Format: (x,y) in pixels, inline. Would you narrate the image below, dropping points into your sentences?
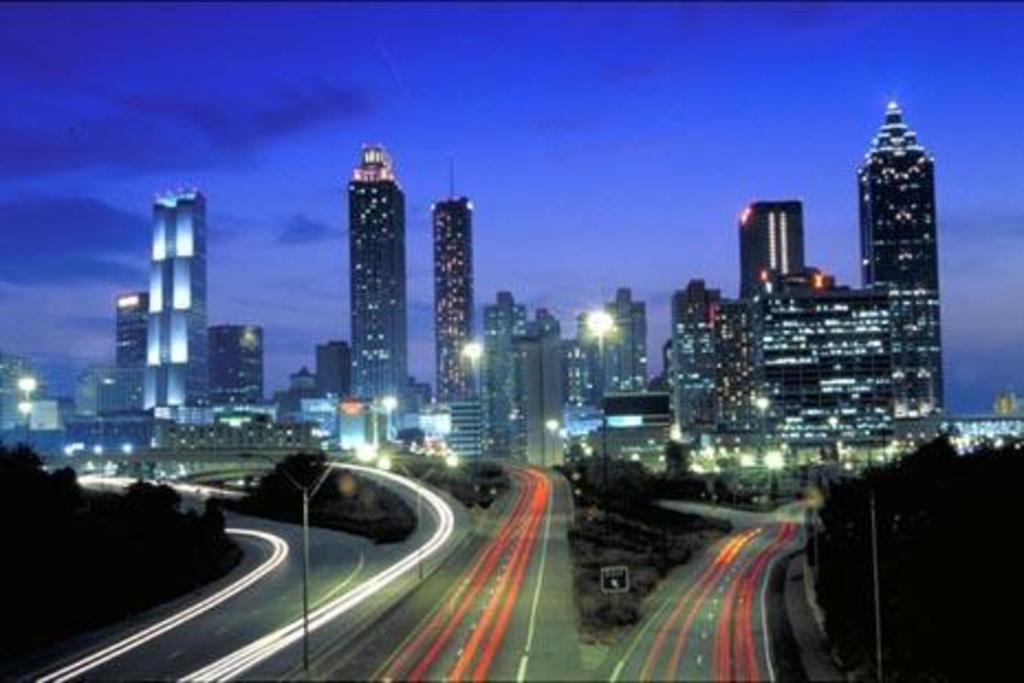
In the foreground (443,585) I can see poles (304,610), trees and vehicles (391,580) on the road (546,582). In the background (463,407) I can see buildings (575,426) and towers (468,337). On the top (530,119) I can see the sky (530,119). This image is taken during night.
